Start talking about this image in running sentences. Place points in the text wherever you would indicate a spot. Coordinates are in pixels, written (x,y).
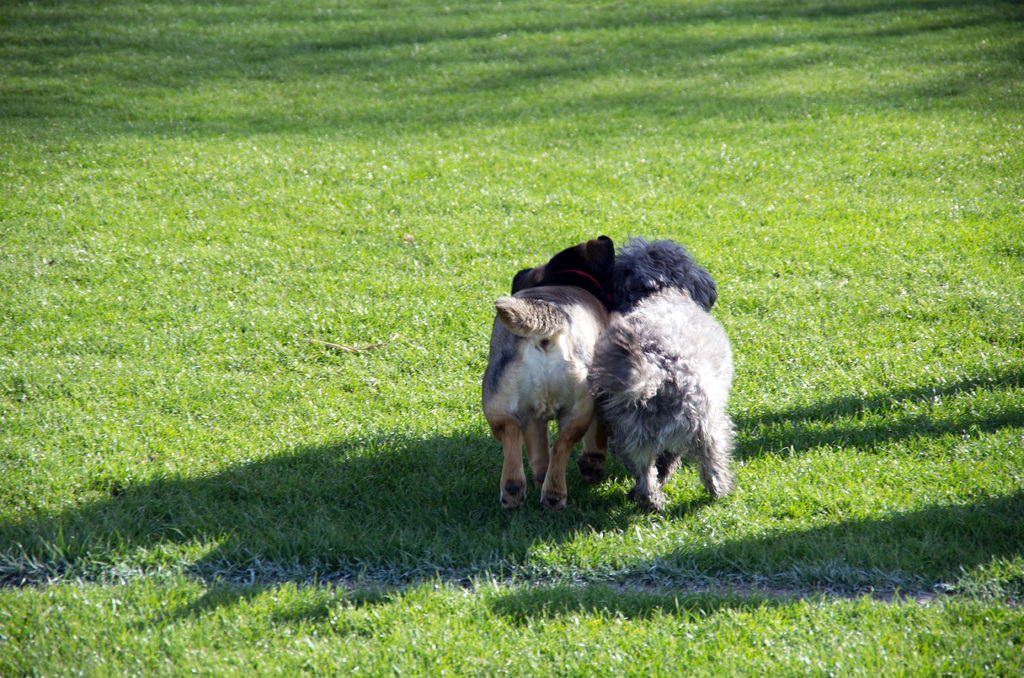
In this image there are two dogs (615,366) present on the grass (353,600).
